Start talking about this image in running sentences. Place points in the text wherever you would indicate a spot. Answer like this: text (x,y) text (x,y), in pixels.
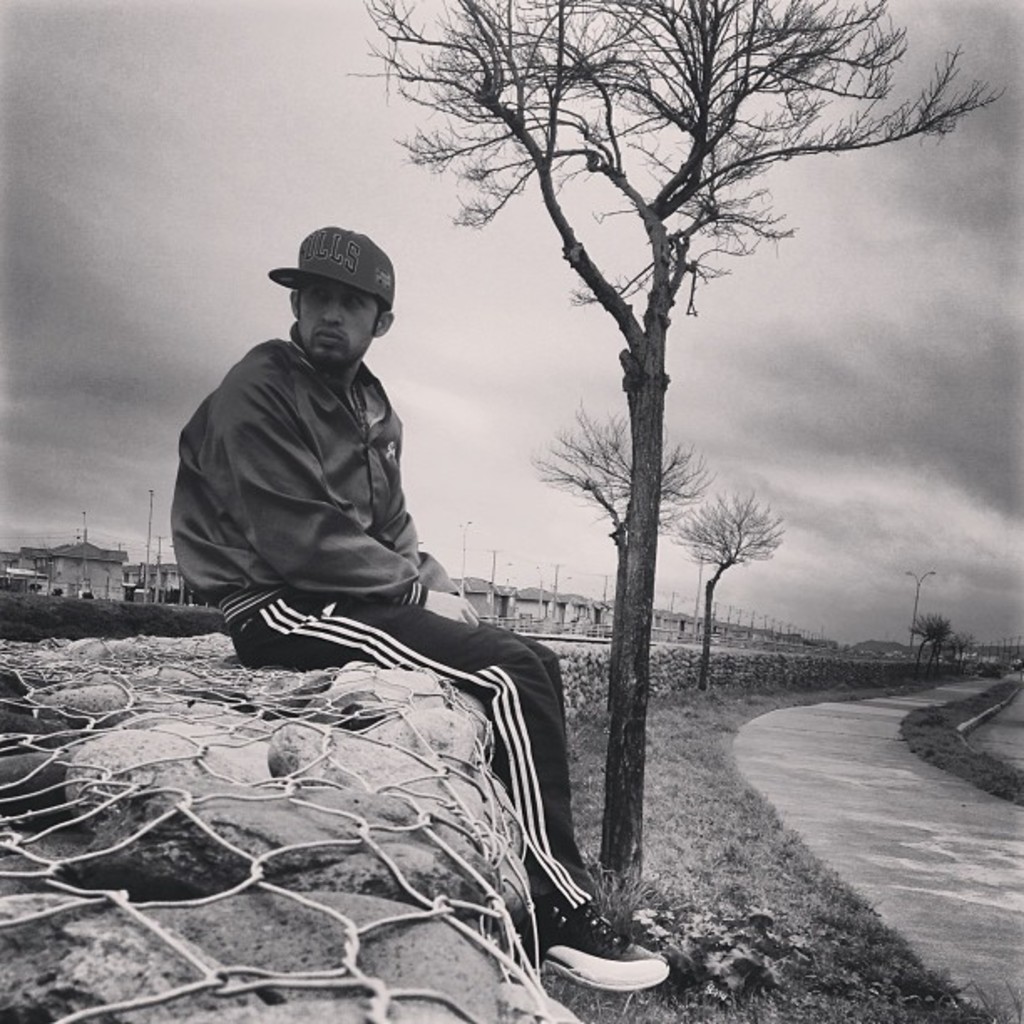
This is a black and white picture of a man (276,466) in jersey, tracks (524,719), cap (321,253) and shoe (558,967) sitting on a stone wall (331,691) with trees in front of him on the grassland (652,767) followed by a path (851,730) and in the back (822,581) there are buildings (550,599) and above its sky (722,239) with clouds (201,213).
